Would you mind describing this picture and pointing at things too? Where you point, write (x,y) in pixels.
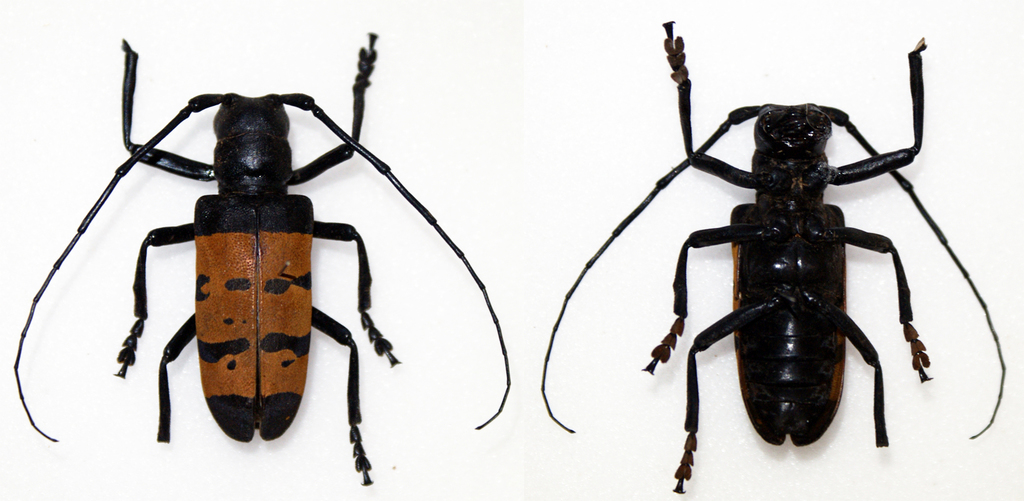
In this image, I can see two insects (290,315). The background (429,51) looks white in color.
